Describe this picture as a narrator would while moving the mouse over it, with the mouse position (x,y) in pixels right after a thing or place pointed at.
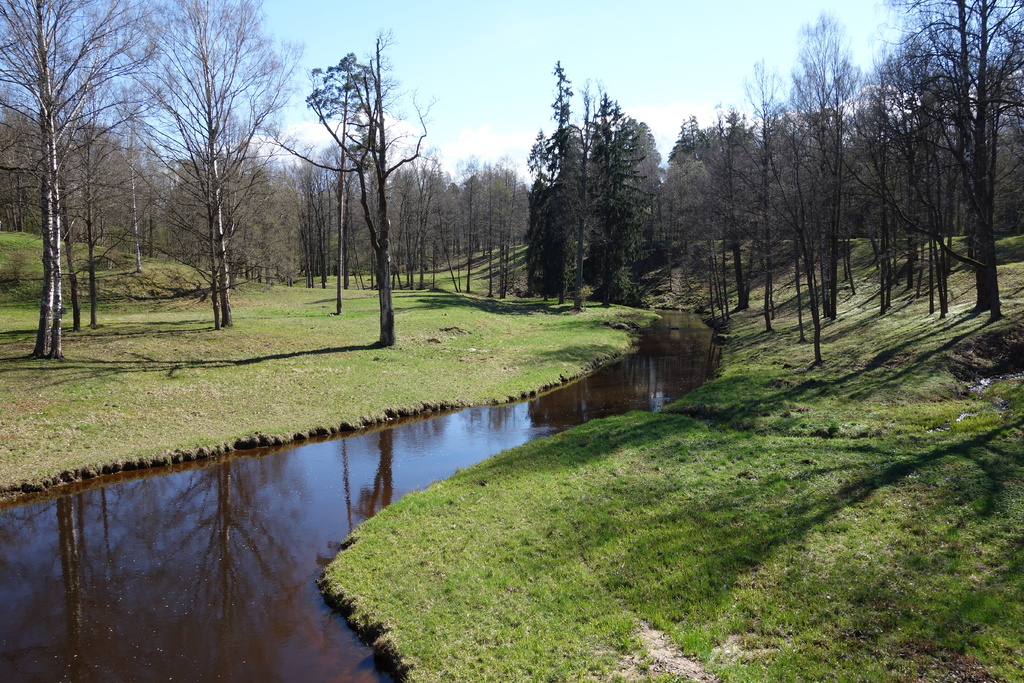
In this picture we can see many trees (965,189). On the bottom (584,563) we can see water (248,671) and grass (633,597). At the top (457,73) we can see sky (485,73) and clouds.
